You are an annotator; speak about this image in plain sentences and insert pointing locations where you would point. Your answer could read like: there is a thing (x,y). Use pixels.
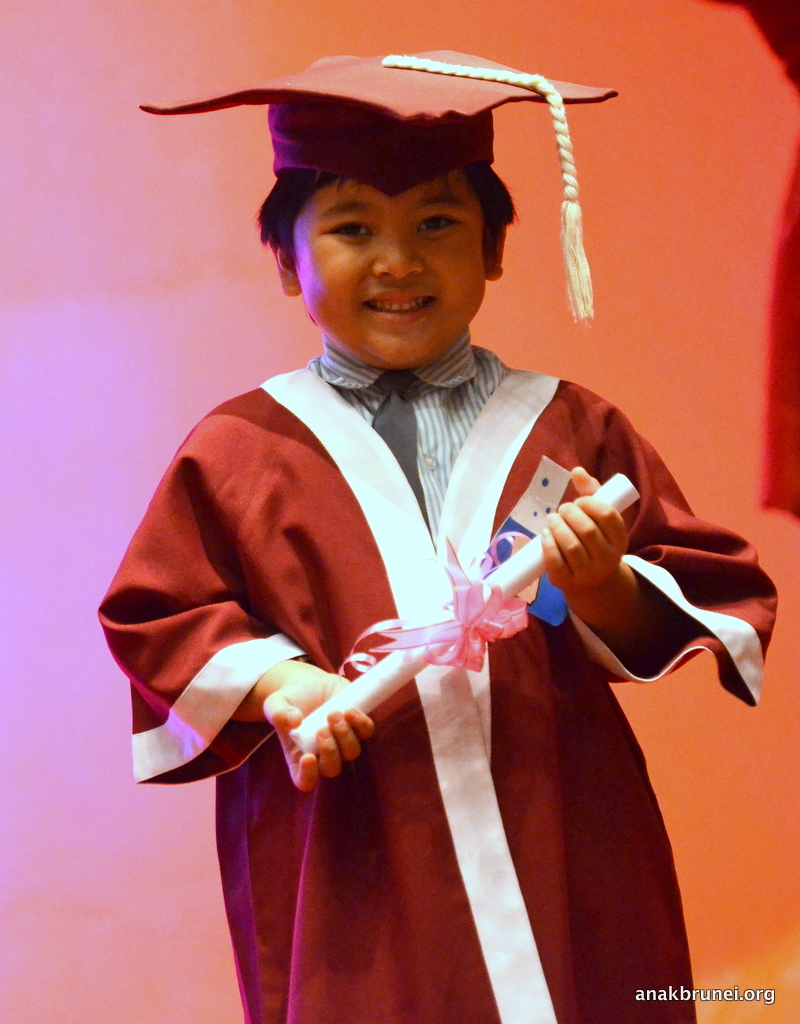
There is a boy (389,374) holding a paper (387,670) with a ribbon (473,641). And he is wearing a cap (358,161). On the cap (424,74) there is a rope (515,79). In the back (200,301) there's a wall (161,337). On the right corner (673,989) there is a watermark (662,993).
